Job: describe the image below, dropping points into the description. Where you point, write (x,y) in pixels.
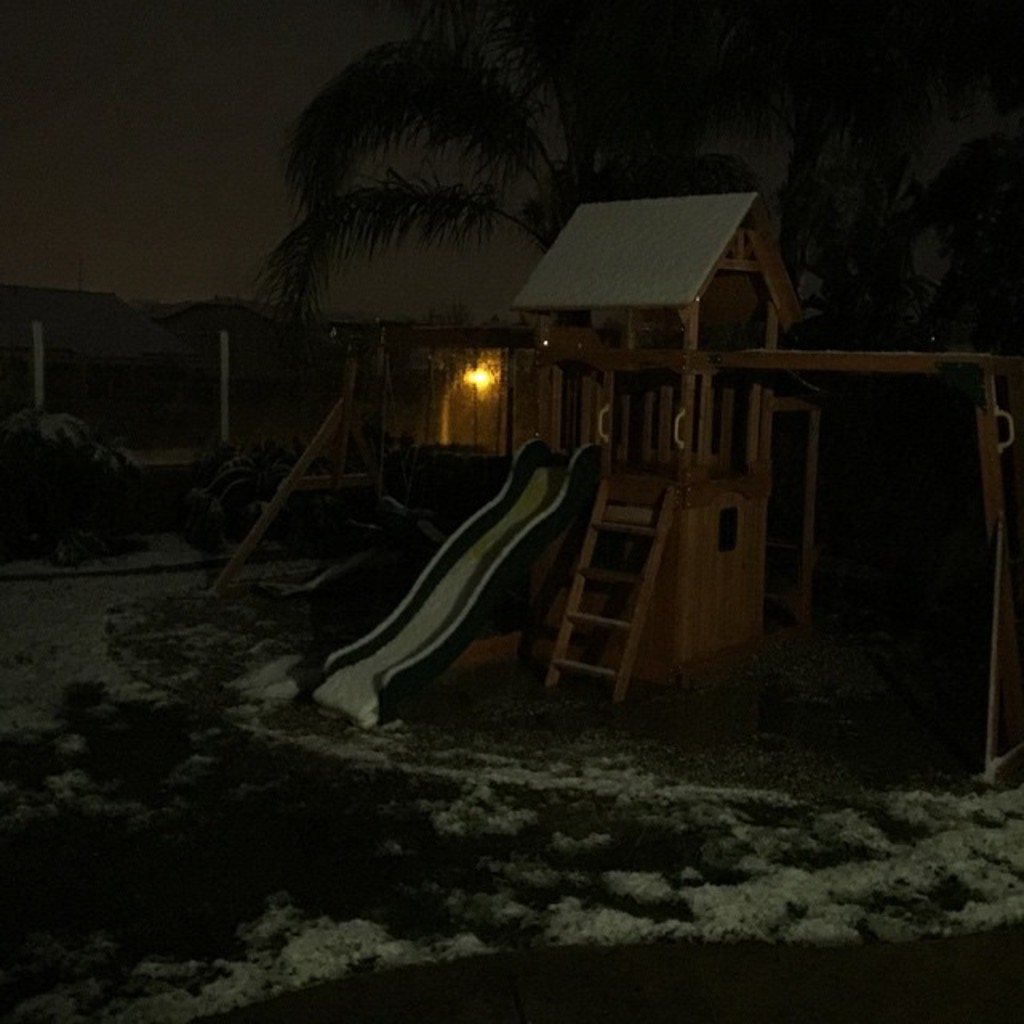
In this image, we can see the slide (530,549), ladder (595,518) and wooden objects (737,550). At the bottom of the image (843,888), we can see the snow (982,868) and grass (619,820). In the background (837,215), we can see trees (851,218), light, poles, plants (108,513), some objects (26,388) and the sky (438,264).
